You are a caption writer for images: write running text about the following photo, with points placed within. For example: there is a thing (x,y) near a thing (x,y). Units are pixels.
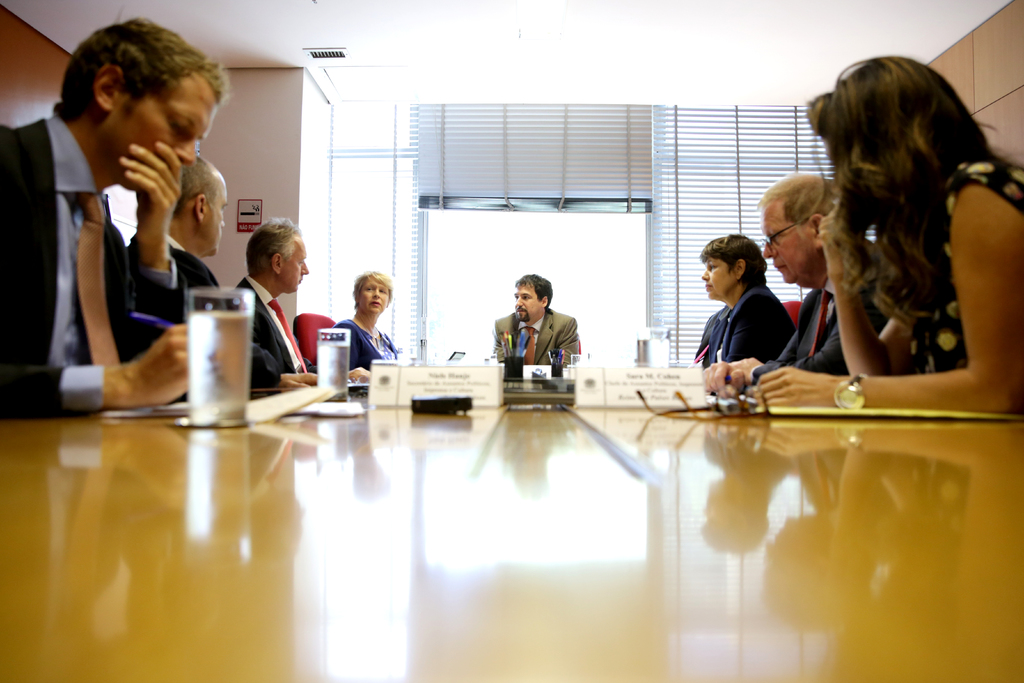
Few persons (193,248) are sitting around the table (864,621). Table (287,455) has glasses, name board (374,376) and spectacles (749,408) on it. Woman (872,142) sitting at the right side (899,391) is wearing a watch (839,398) and person (67,379) at the left side (7,168) is wearing a suit (148,299) and tie (92,236).
